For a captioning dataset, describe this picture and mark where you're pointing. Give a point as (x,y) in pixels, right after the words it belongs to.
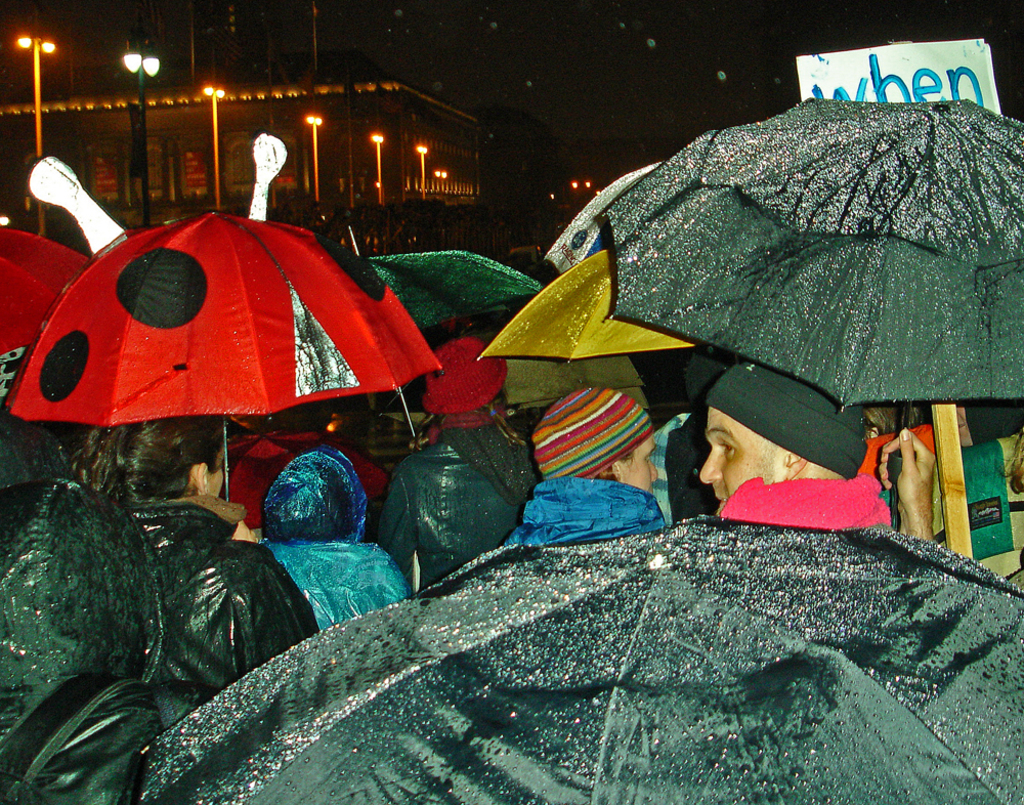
In the foreground of the picture (24,692) we can see a lot of people (486,492), they are wearing jacket (69,546) and caps (600,433). Many of the people (43,467) are holding umbrellas (593,363). In the background (254,135) we can see street lights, building (354,140) and mostly it is dark.
